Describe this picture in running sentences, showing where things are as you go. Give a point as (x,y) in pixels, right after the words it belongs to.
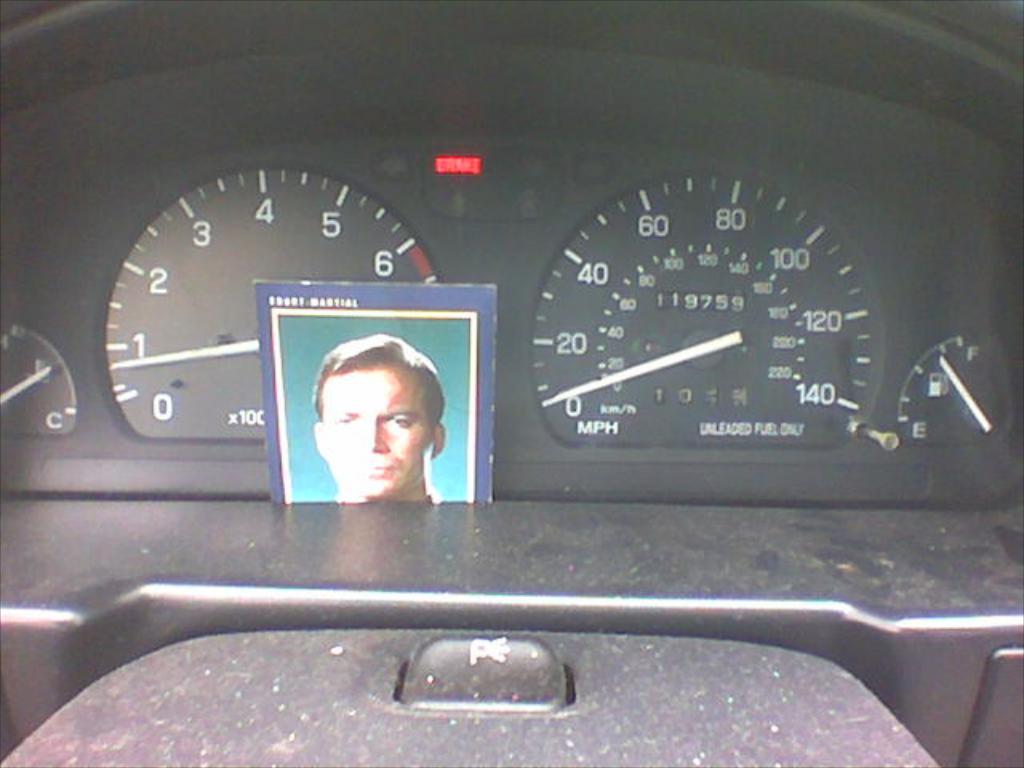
This is a picture of a vehicle (1016,336), in this image in the center (668,351) there are speedometers (559,373) and one photo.
